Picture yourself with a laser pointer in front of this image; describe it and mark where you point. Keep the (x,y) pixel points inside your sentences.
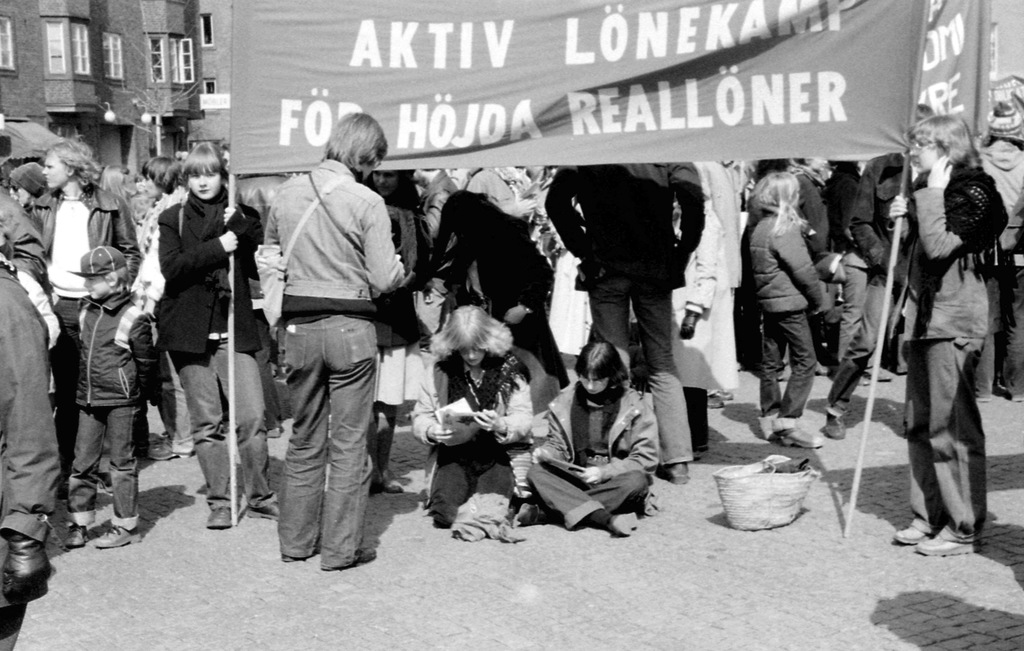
In this picture there are two persons (494,389) sitting and holding the papers (560,461). There are group of people (780,208) standing and there are two persons (190,204) holding the banner (546,71) and there is a text (589,54) on the banner (576,54). At the back (26,90) there is a building (142,82) and there is a tree (143,127) and there are lights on the pole (158,123). At the bottom (811,540) there is a basket (805,475) on the road (779,536).
